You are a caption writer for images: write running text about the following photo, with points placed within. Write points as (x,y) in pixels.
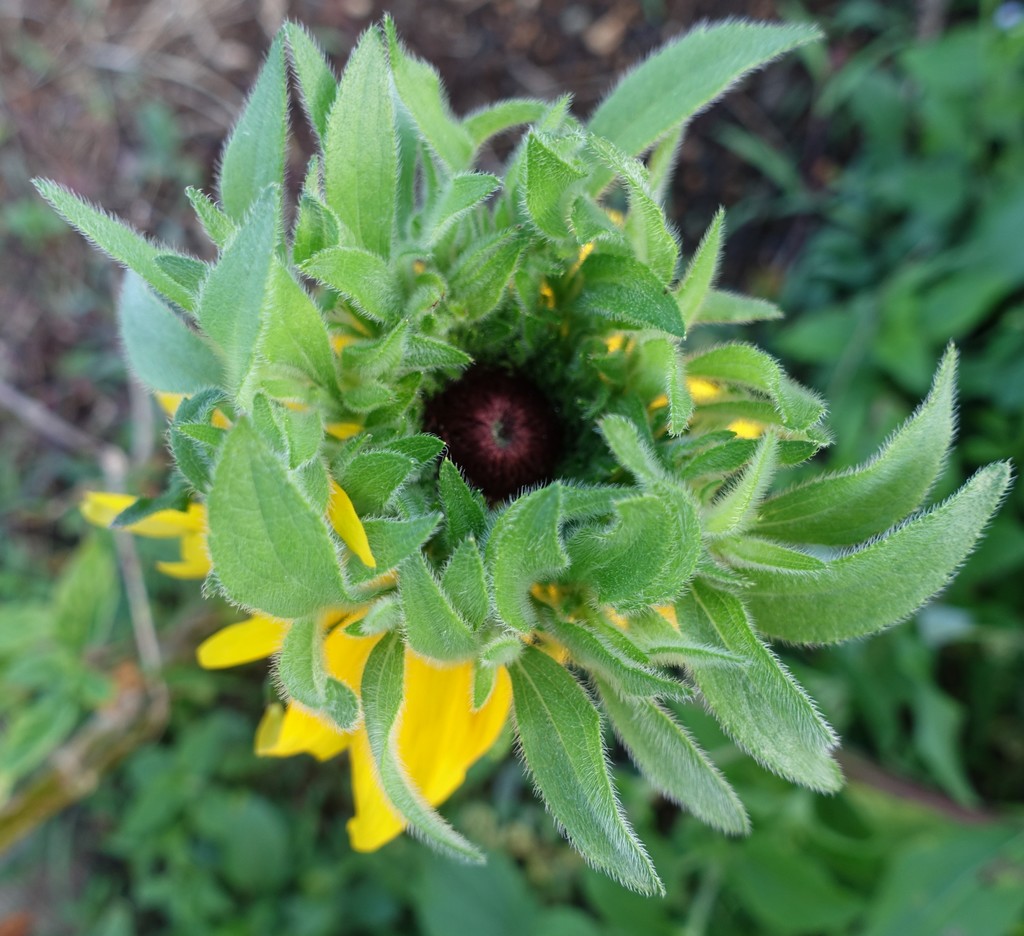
In this image I can see a plant (309,506) along with the flowers (341,607) and leaves (499,658). The petals (420,703) are in yellow color. At the bottom (450,872) few leaves (499,872) are visible. At the top (105,135), I can see the ground (115,153).
